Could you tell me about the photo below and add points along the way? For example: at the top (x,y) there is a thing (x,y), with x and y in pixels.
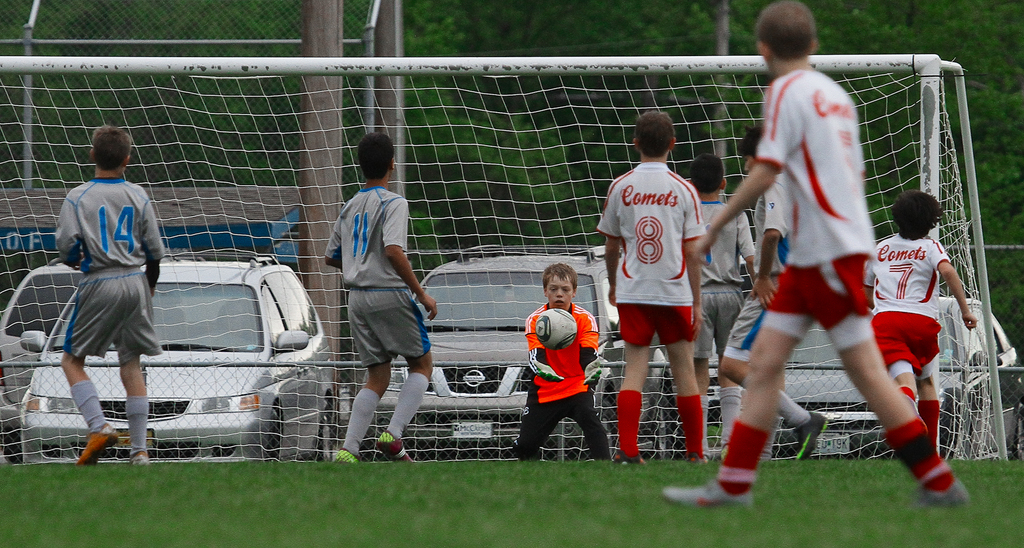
In this image we can see persons (539,354) standing on the ground (629,486) and one of them is about to catch a ball (548,338). In the background (430,248) we can see trees (462,109) and motor vehicles (281,298).
